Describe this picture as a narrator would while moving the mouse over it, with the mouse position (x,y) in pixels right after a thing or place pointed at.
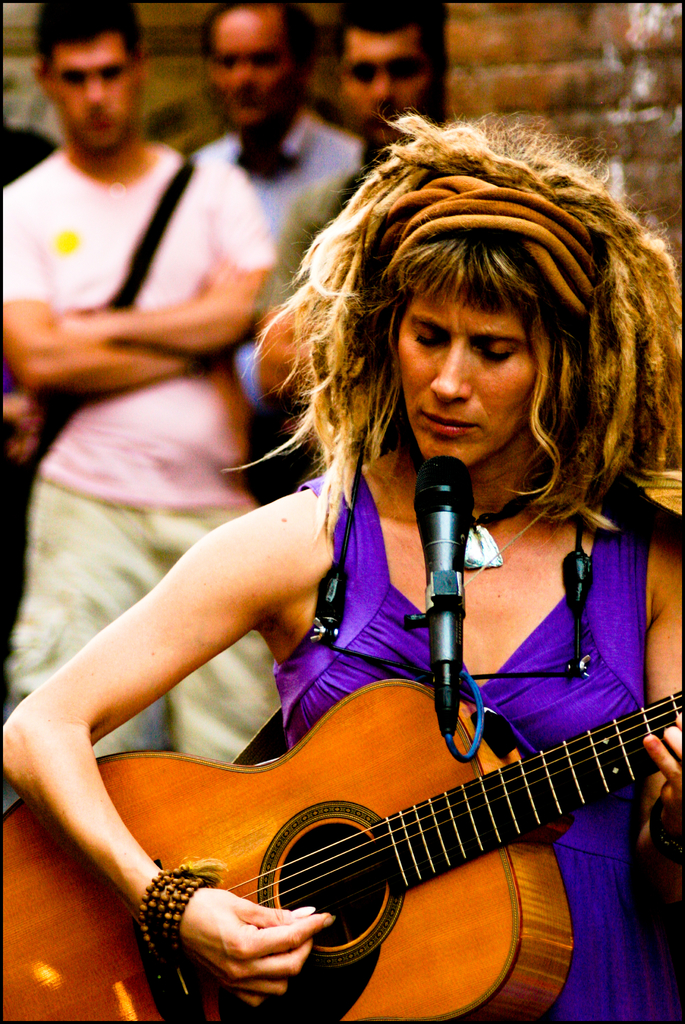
In the front (616,638) there is a lady (594,646) with violet dress (608,660) is standing and playing guitar (375,842). In front of her there is a mic (459,594). And to her hand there is a band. Behind her there are three men (229,126) standing. To the left side (72,206) there is a man (99,275) with pink t-shirt (146,414) and wearing a bag (133,273). And to the top right corner (582,46) there is a brick wall (588,103).
